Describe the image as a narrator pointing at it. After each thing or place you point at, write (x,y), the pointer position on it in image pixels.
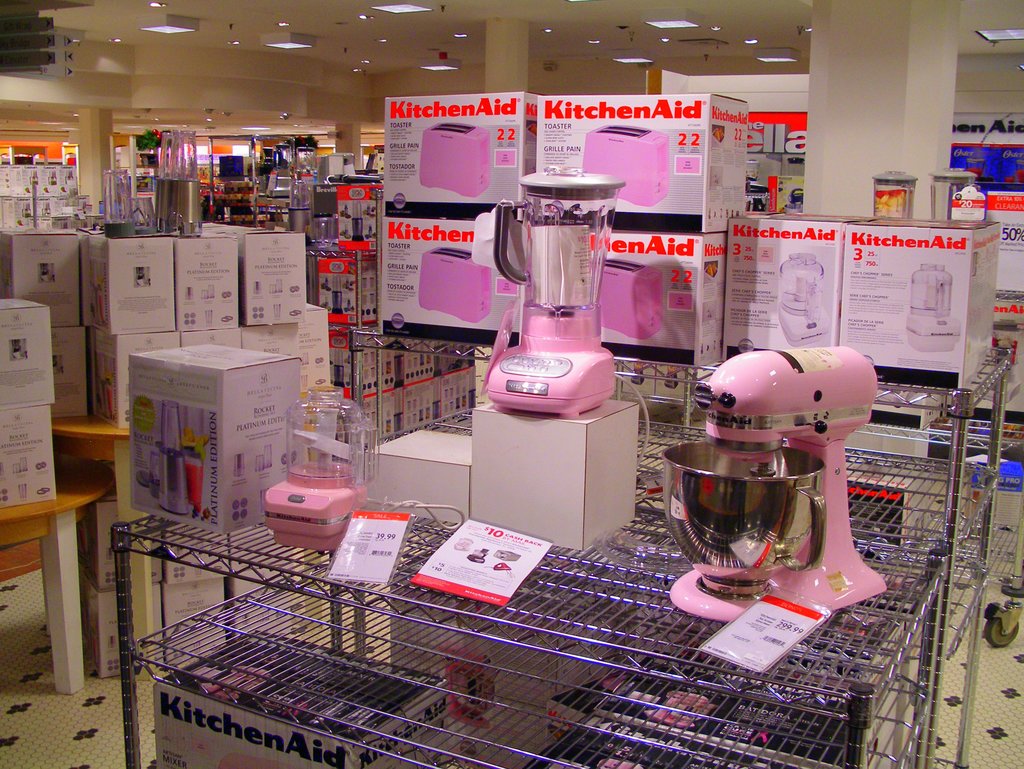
In the center of the image (550,325) we can see blenders (550,325) placed on the stand (636,593). In the background (853,333) there are carton boxes (469,219), pillars (826,11) and lights (180,33). On the left (41,555) there is a table (95,476).
